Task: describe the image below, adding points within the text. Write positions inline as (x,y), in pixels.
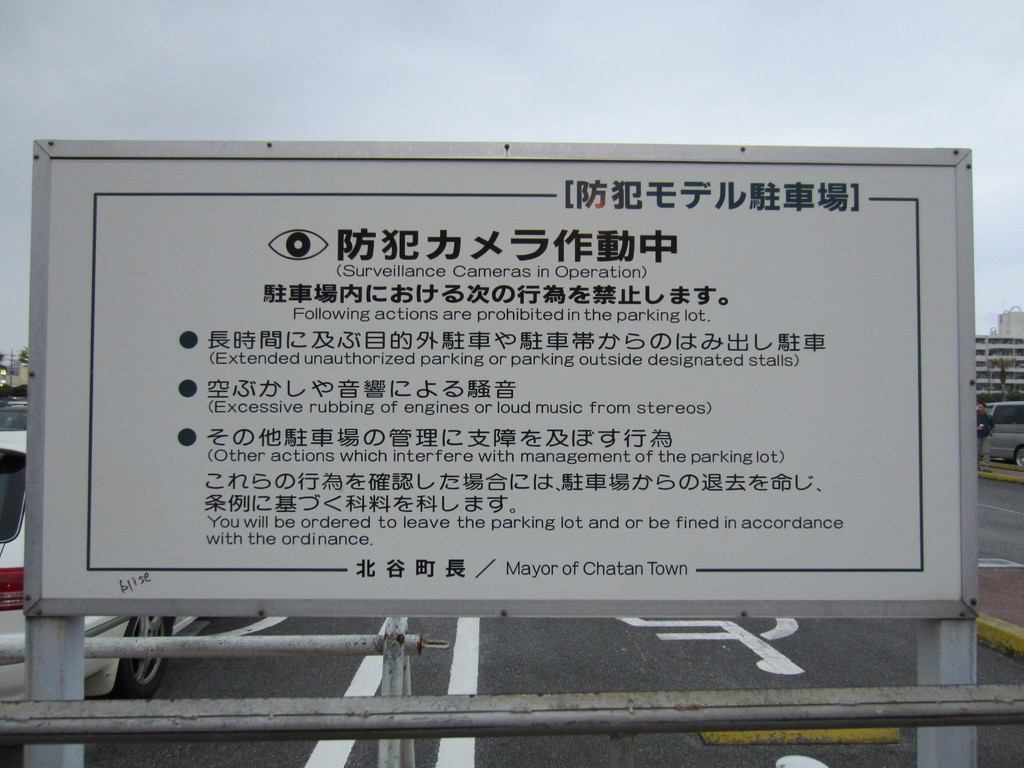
This picture shows a board (436,448) with some text (397,360) on it and we see a car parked and we see buildings (1021,382) and another car (1005,438) and a human (978,431) standing and we see a cloudy sky (543,104).
